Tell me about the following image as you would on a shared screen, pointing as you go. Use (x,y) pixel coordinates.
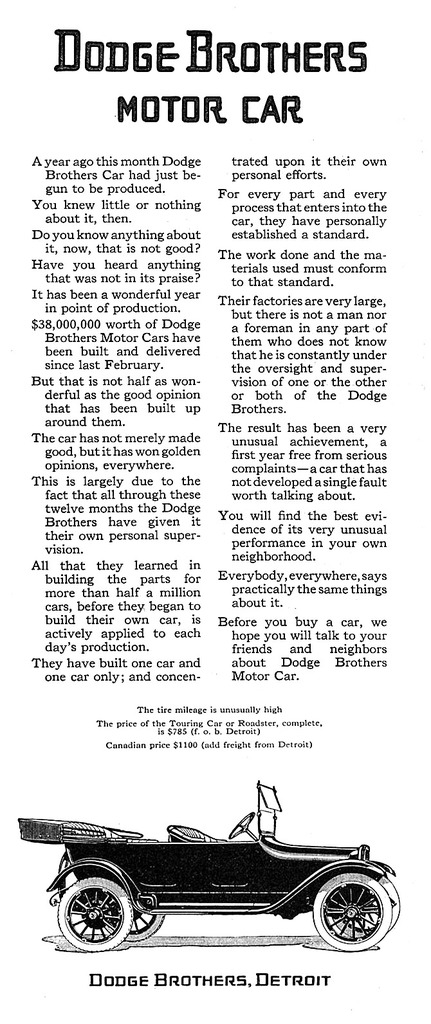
In this image I can see a paper (65,712), on the paper (80,744) I can see a vehicle (262,879) and something written on the paper (211,430).
